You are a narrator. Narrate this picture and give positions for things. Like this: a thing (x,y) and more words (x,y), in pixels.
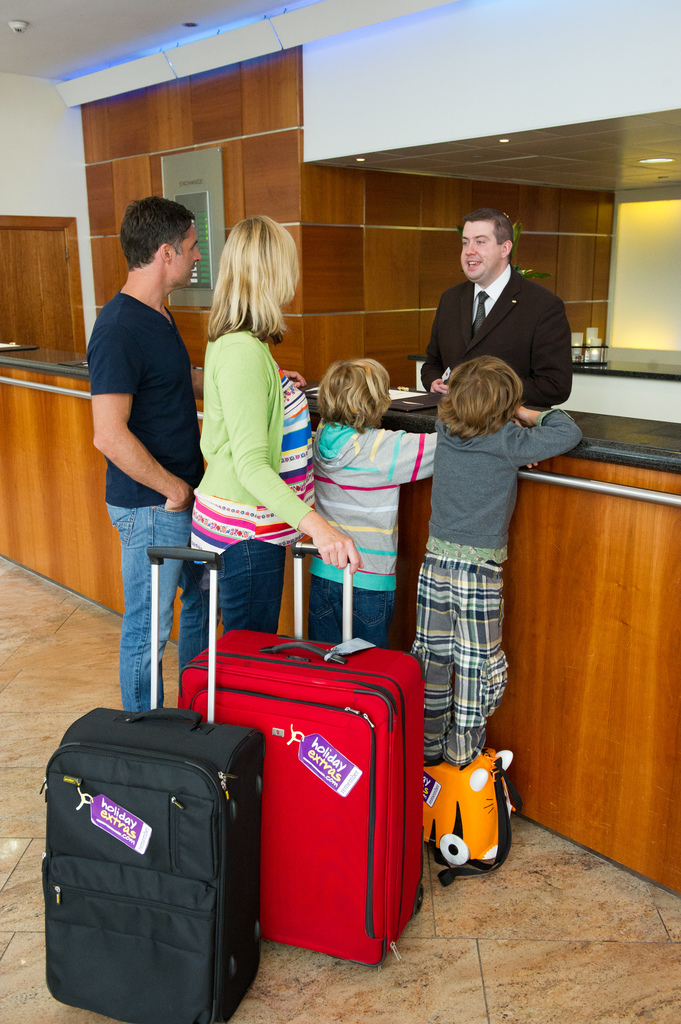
In this picture we can see a family (157,319) with man (171,444) and woman (265,395) standing here the children (342,451) are trying to climb on the table (423,416) and on other side person (467,240) wore blazer (465,303), tie (479,320) talking to them and here beside to them we can see bag (255,699), suitcase (239,764) with tags (317,753) and in background (89,261) we can see wall (51,199), wooden door (51,263), light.
